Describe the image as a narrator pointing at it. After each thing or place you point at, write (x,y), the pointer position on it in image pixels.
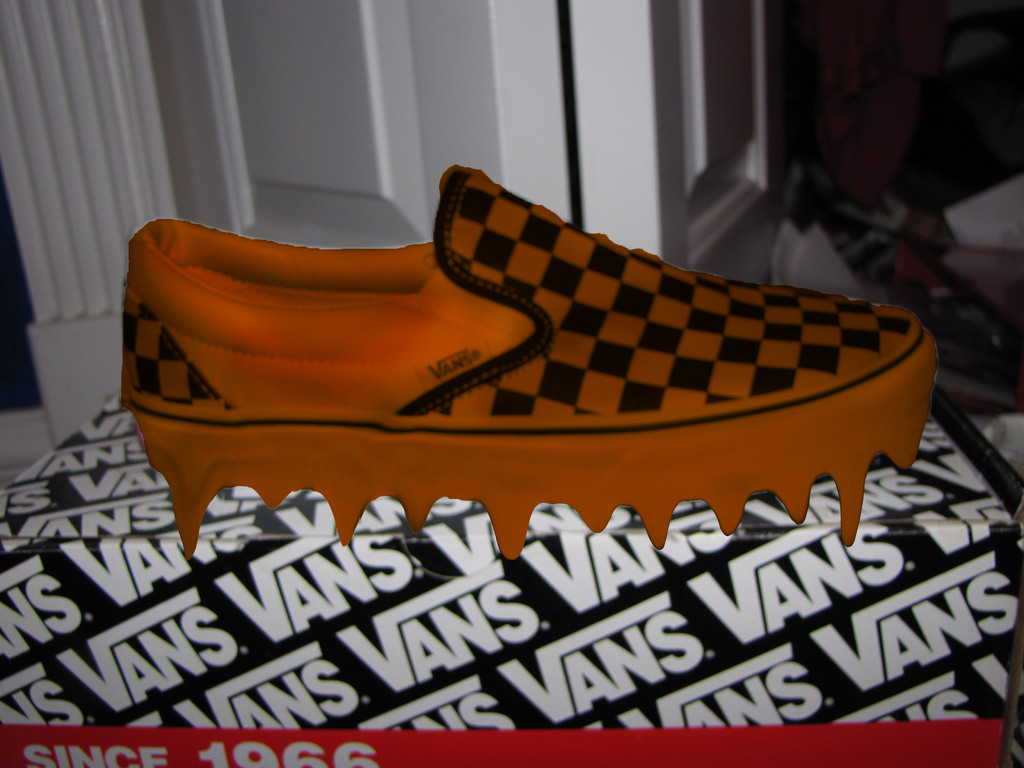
In this picture we can see animated image of a shoe (580,241).
